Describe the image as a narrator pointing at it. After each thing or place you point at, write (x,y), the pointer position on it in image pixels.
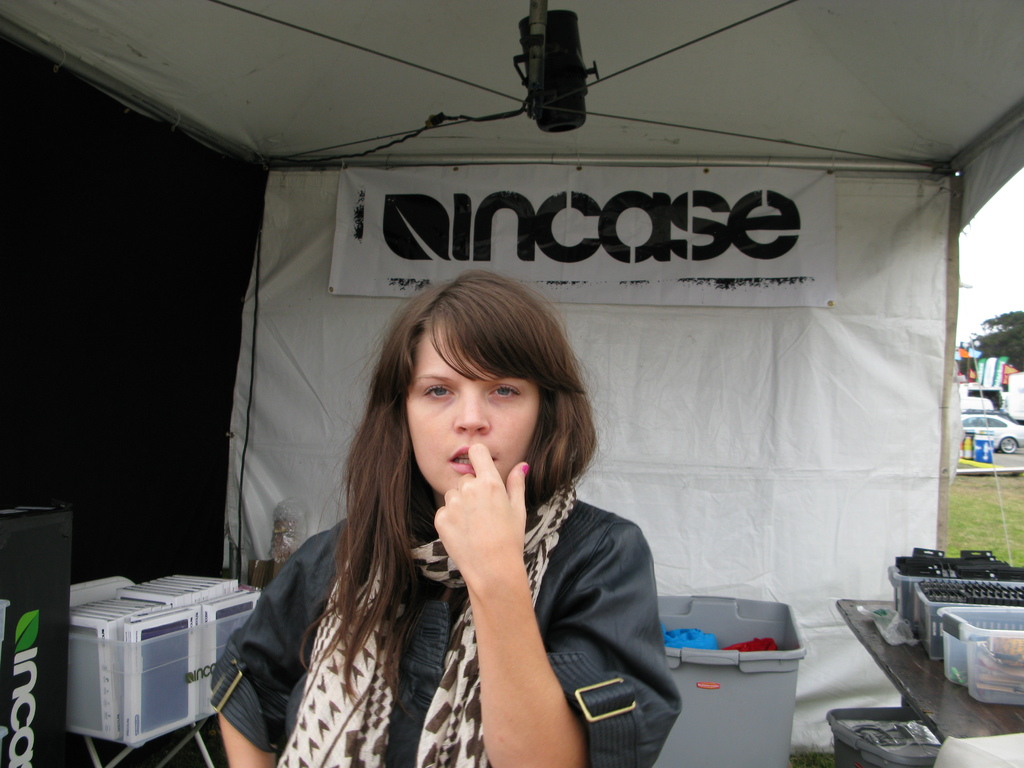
In this image I can see the person (377,602) with black color dress (412,648) and also the cream and brown color scarf (331,663) on her. To the back of the person (431,608) I can see many baskets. To the right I can see the table (971,716) with baskets (898,582). In the back (651,288) there is a banner (763,225) and the person (414,427) is under the tent (640,441). To the right (1007,434) I can see the vehicle (995,440) and also many tents (981,388). I can also see the trees (985,350) and also the sky (988,301).
